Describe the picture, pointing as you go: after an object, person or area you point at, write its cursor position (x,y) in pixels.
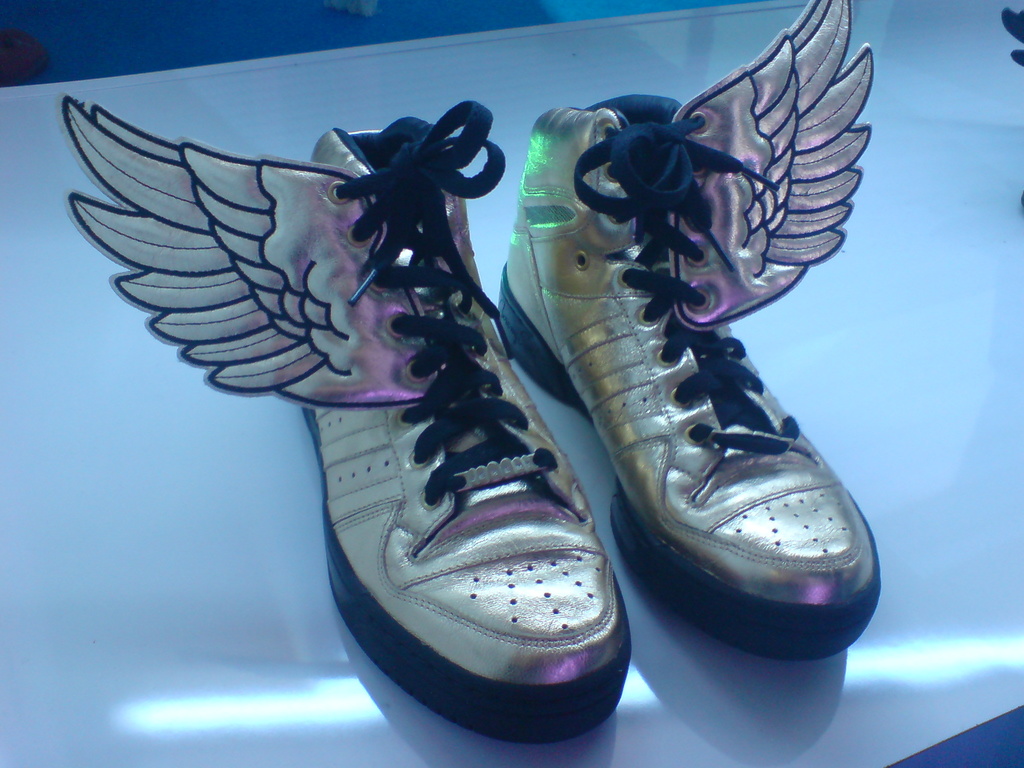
Here we can see shoes (629,378) on a platform (640,603).
